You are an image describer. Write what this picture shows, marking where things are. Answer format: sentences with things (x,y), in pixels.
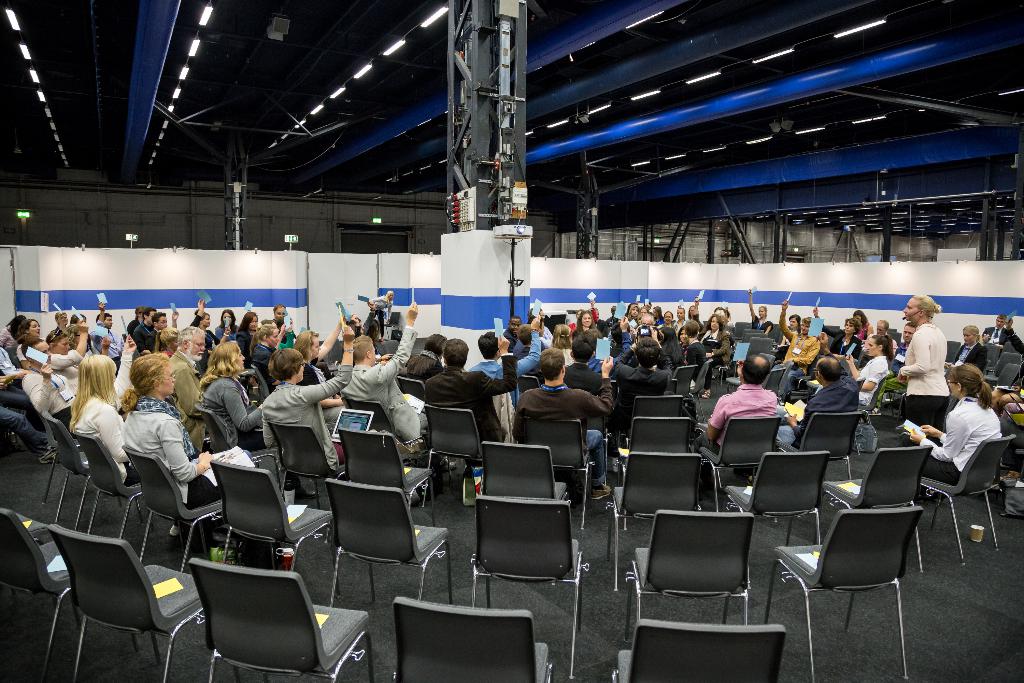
people (208,373) are seated on black chairs (399,552). at the back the chairs (553,552) are empty. people (248,350) are raising their hands (536,341). at the right (909,345) a person (907,362) is standing. in the center (477,344) there is a pole (469,153). it has a boundary (473,277) which is white and blue in color.
